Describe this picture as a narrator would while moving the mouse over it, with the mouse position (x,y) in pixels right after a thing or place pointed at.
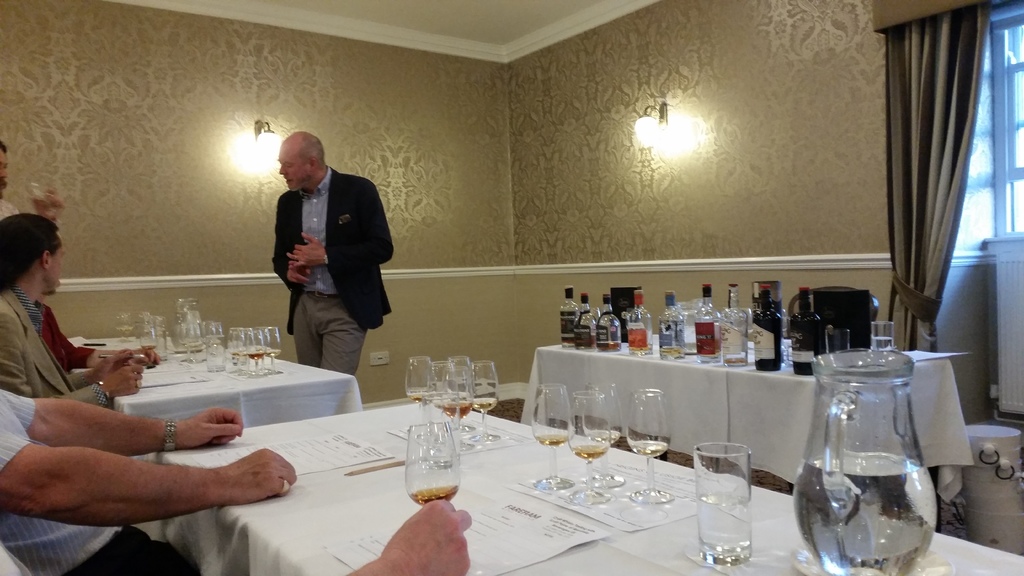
This is a table (637,381) where a wine bottles (729,307) are kept on it. There is a man (318,347) who is wearing a suit (377,307) and he is speaking to someone. There are several people (129,358) who are sitting on a chair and having a drink (452,434).
